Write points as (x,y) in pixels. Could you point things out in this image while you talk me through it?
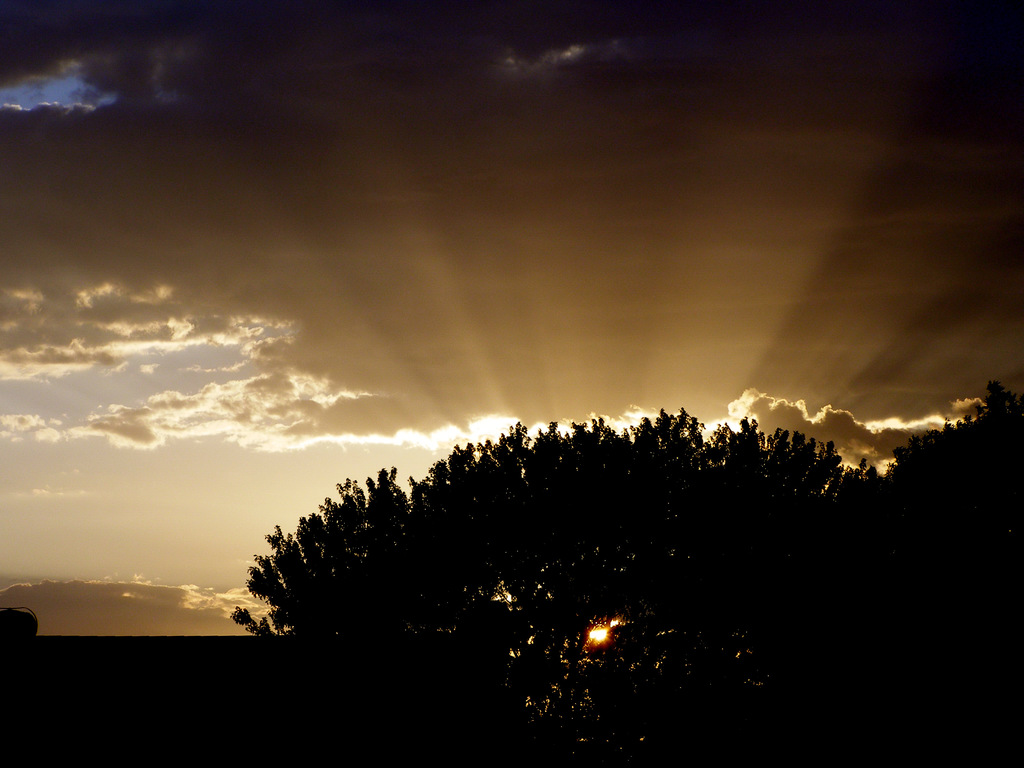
In the picture we can see a tree (507,644) and behind it, we can see a sky (96,445) with clouds (280,399) and sunshine (349,440).
